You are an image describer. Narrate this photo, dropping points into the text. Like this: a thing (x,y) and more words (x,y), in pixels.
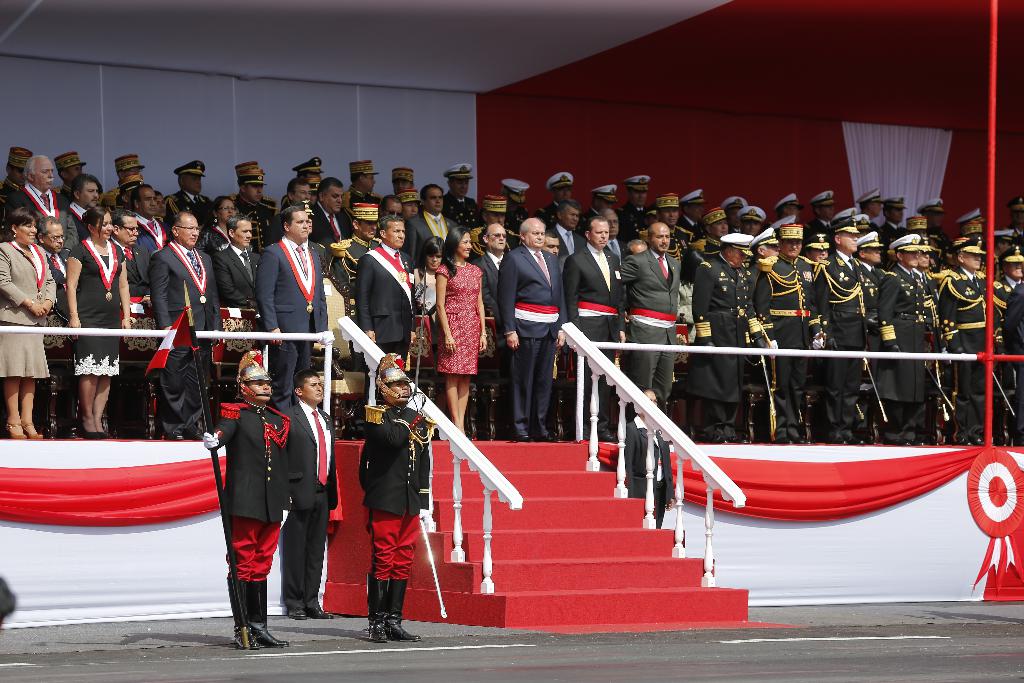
In this image we can see a few people (399,255), some of them are standing on the stage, some of them are holding sticks (870,362), we can see the staircase (515,453), handrails (649,494), we can see the shed (611,176), and clothes (423,494).
